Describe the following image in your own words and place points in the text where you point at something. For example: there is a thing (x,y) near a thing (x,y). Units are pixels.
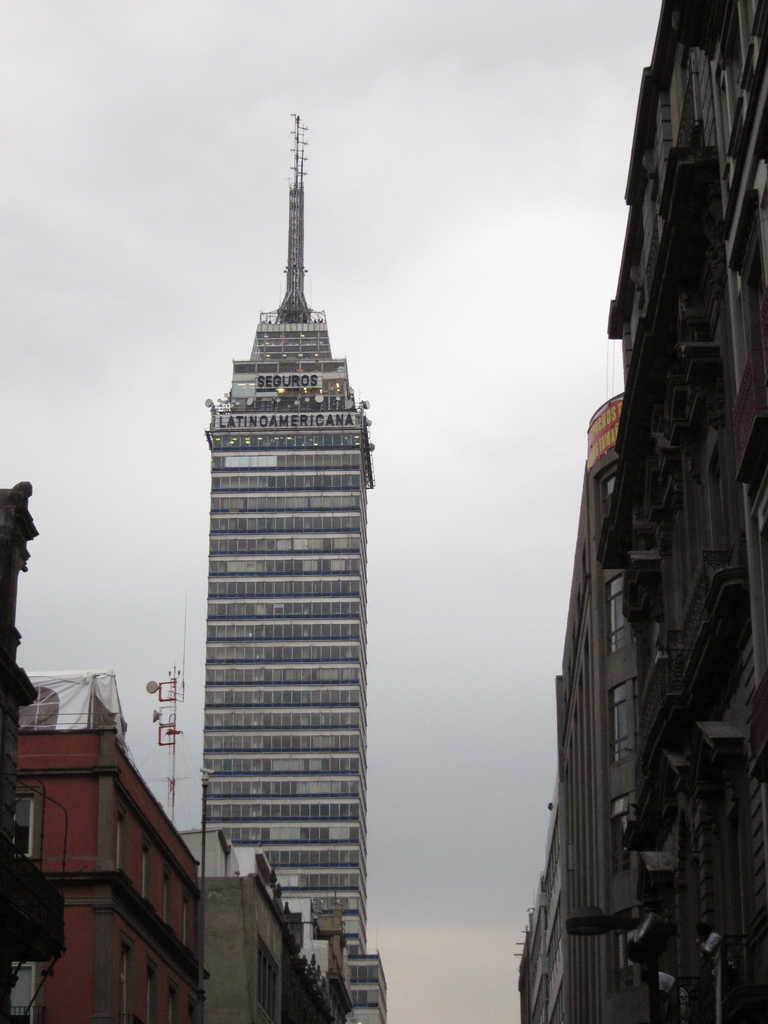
In this picture we can see there are buildings (172,962) and behind the buildings (332,649) there is a sky (449,250).
